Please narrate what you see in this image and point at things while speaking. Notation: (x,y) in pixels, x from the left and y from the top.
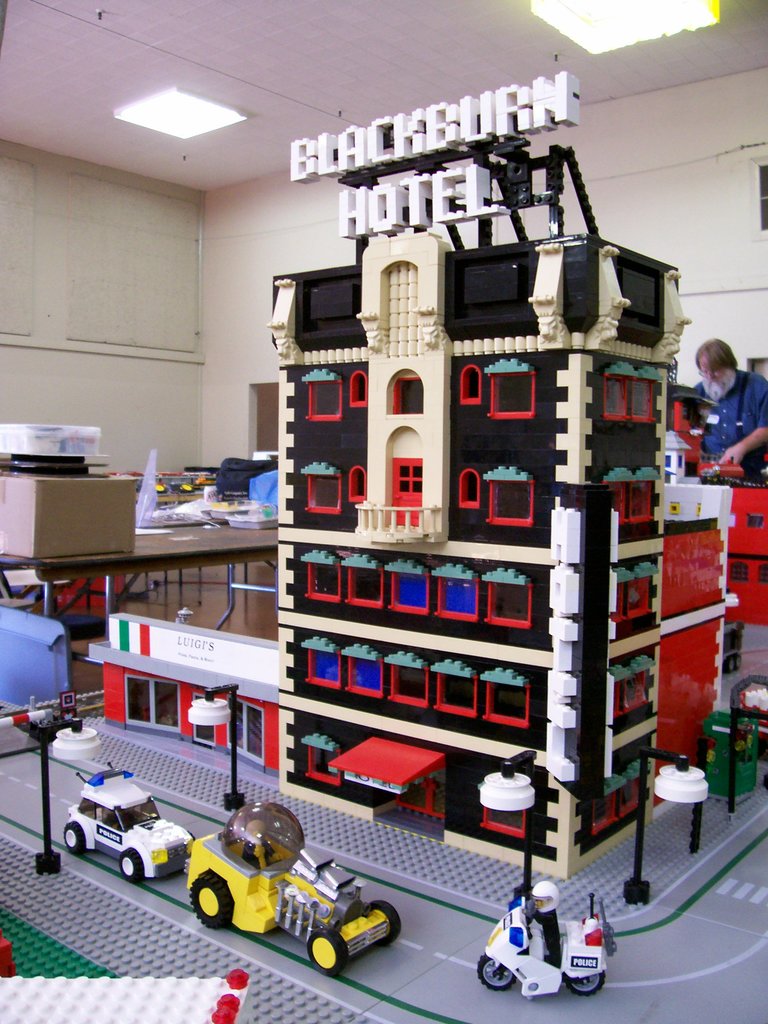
In the picture we can see the model of the house building (642,551) with toy vehicles (519,975) and behind it, we can see a man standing and on the ceiling (324,72) we can see the lights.
